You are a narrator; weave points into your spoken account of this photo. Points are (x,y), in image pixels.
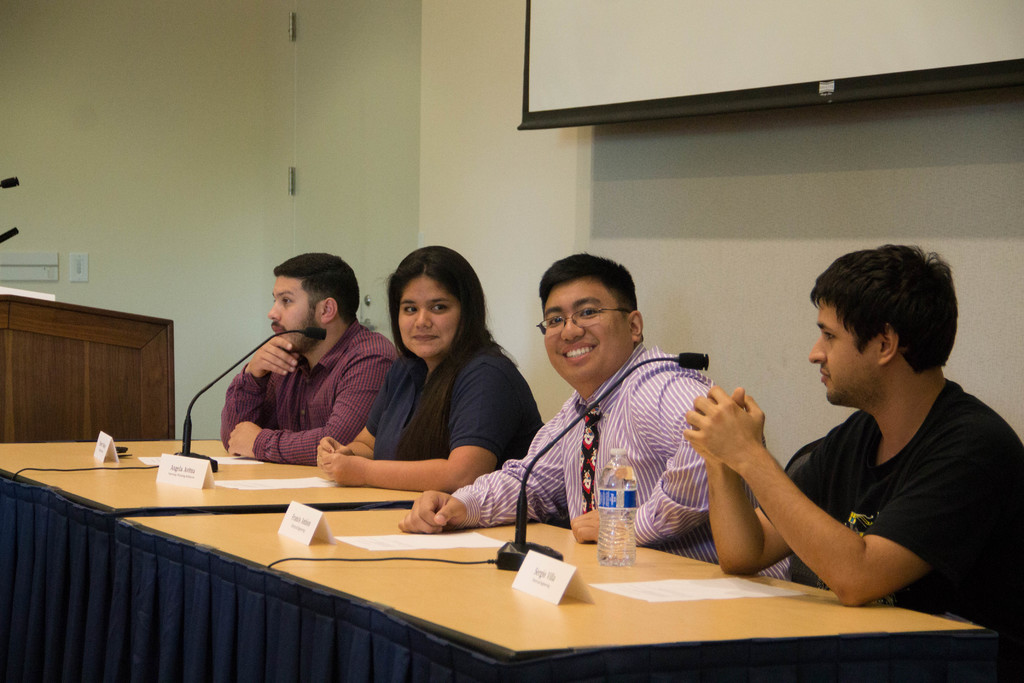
In this image people (650,434) are sitting on chairs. In-front of them there are tables (381,602), above the tables (281,497) there are mics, name boards (197,480), papers (259,480) and a bottle (612,497). In the background (696,274) we can see podium (63,320), wall (771,221) and screen (573,79).
